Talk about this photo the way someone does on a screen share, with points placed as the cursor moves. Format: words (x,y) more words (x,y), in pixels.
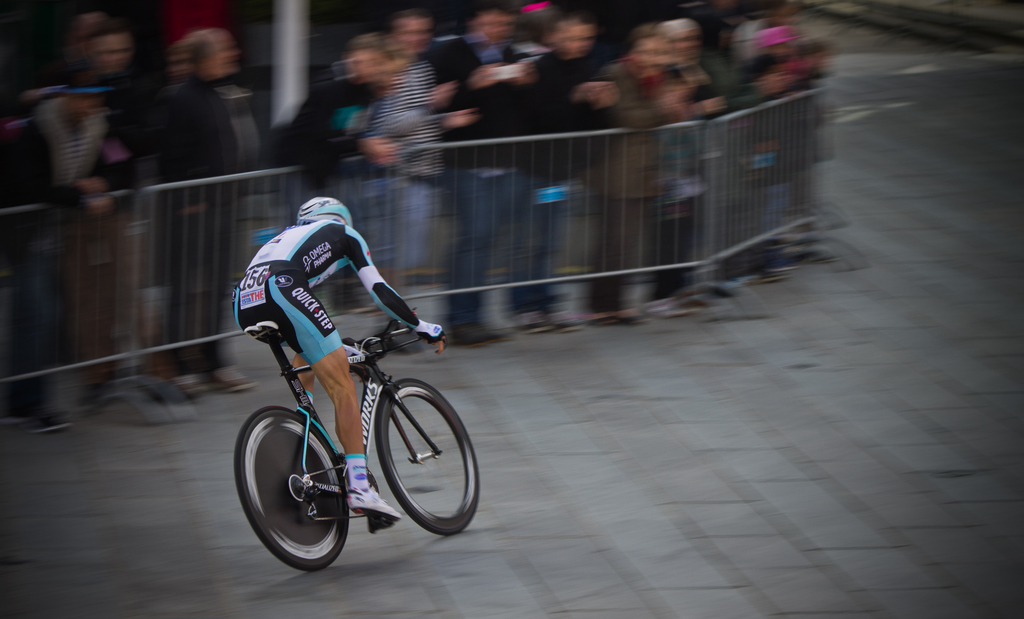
a person (347,397) is riding a bicycle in a race. at the left (252,222) there is a fencing (733,155) and people (675,72) are standing behind it and watching him.
